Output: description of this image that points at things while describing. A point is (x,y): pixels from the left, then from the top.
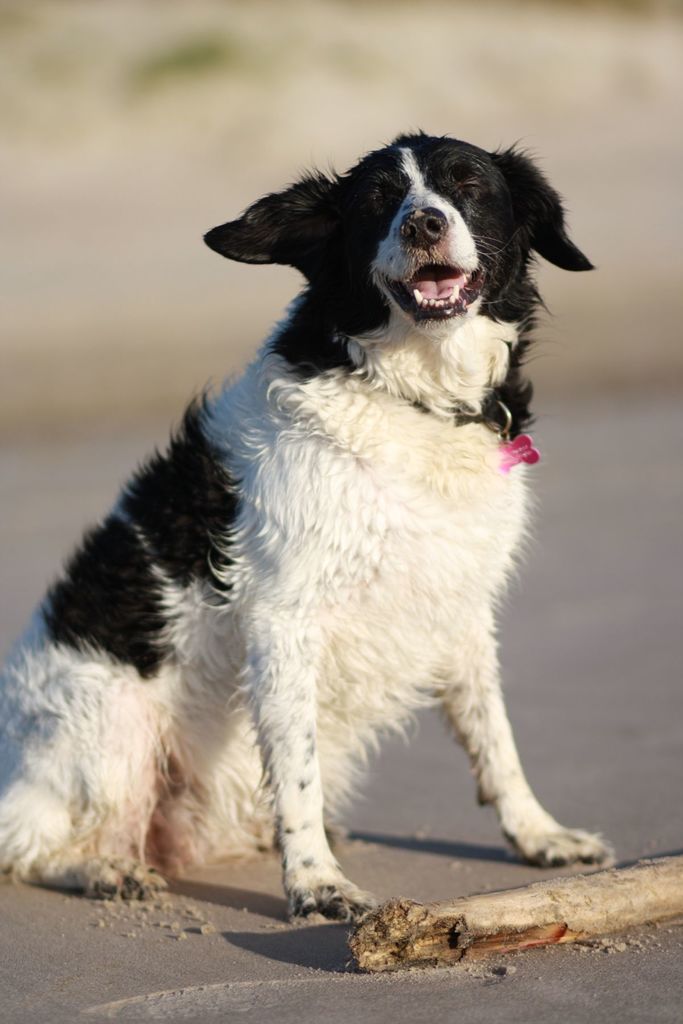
Background (669,323) portion of the picture is blur. In this picture we can see a dog (316,829) and a key-chain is visible. At the bottom portion of the picture (635,898) we can see a wooden log (505,892) on the sand (566,438).
